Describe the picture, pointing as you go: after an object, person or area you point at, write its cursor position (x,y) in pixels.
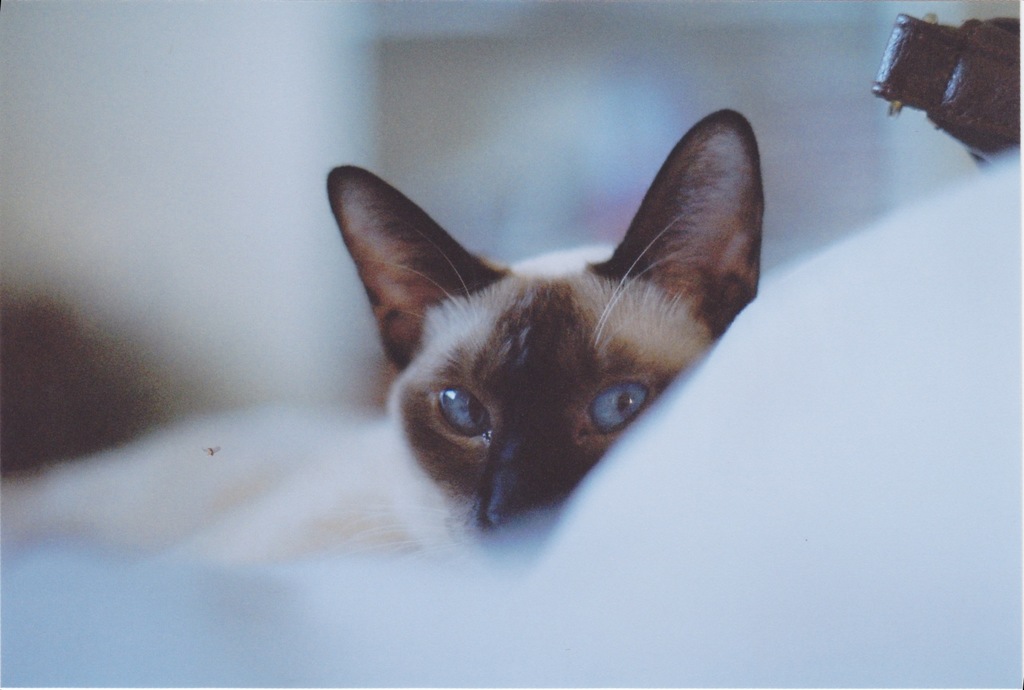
In this image we can see a cat (591,378). In the background (352,371) it is blur.
